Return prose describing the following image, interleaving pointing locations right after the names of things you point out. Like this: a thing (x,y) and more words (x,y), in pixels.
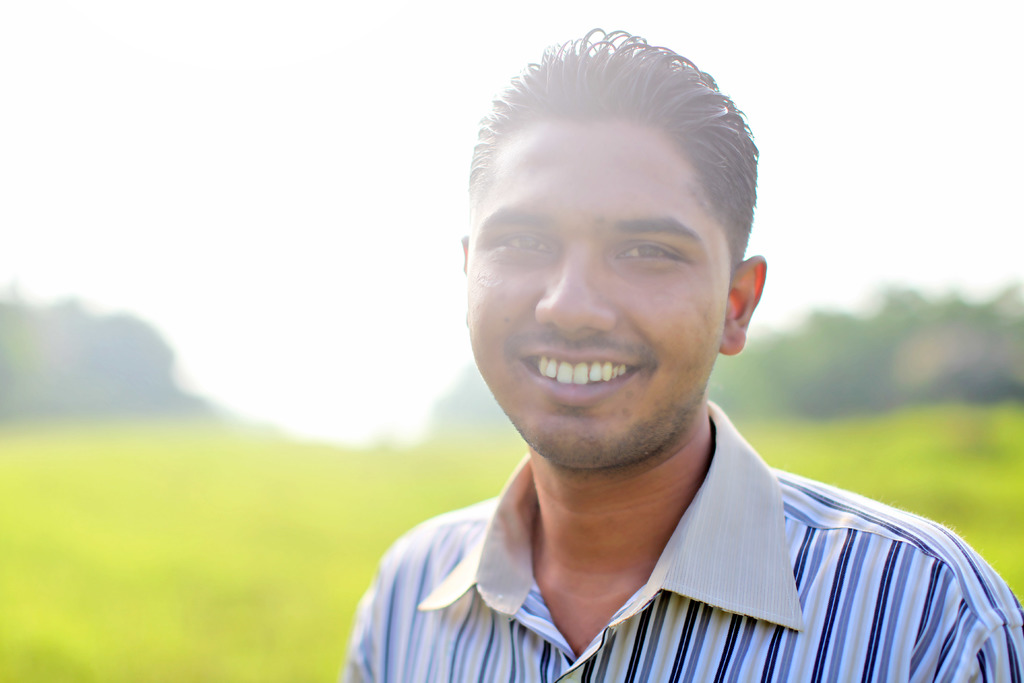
In this picture there is a man (666,503) who is wearing a shirt (752,585) and he is smiling. In the back (883,463) I can see the farmland (905,499) and trees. At the top (251,77) I can see the sky (237,165).
